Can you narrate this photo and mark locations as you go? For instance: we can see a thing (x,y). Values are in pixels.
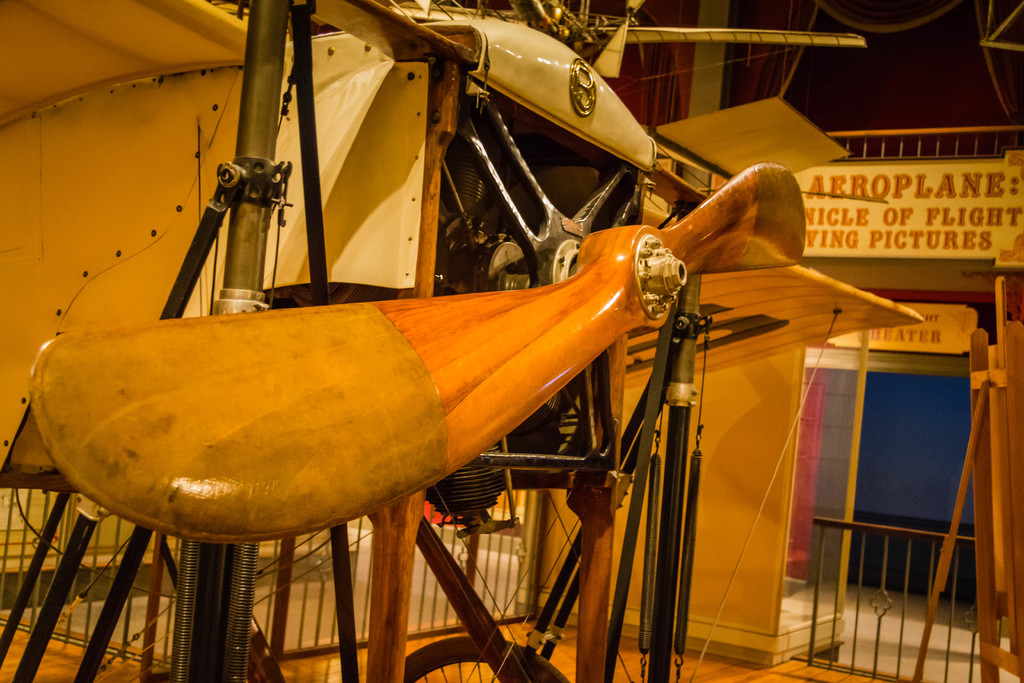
In this image, this looks like an aircraft (553,77) with a propeller (440,340) attached to it. I can see the name boards (953,313). This looks like an iron grill (831,524). I think this is a glass door (834,512). On the right corner of the image (987,489), that looks like a wooden object (983,430).
